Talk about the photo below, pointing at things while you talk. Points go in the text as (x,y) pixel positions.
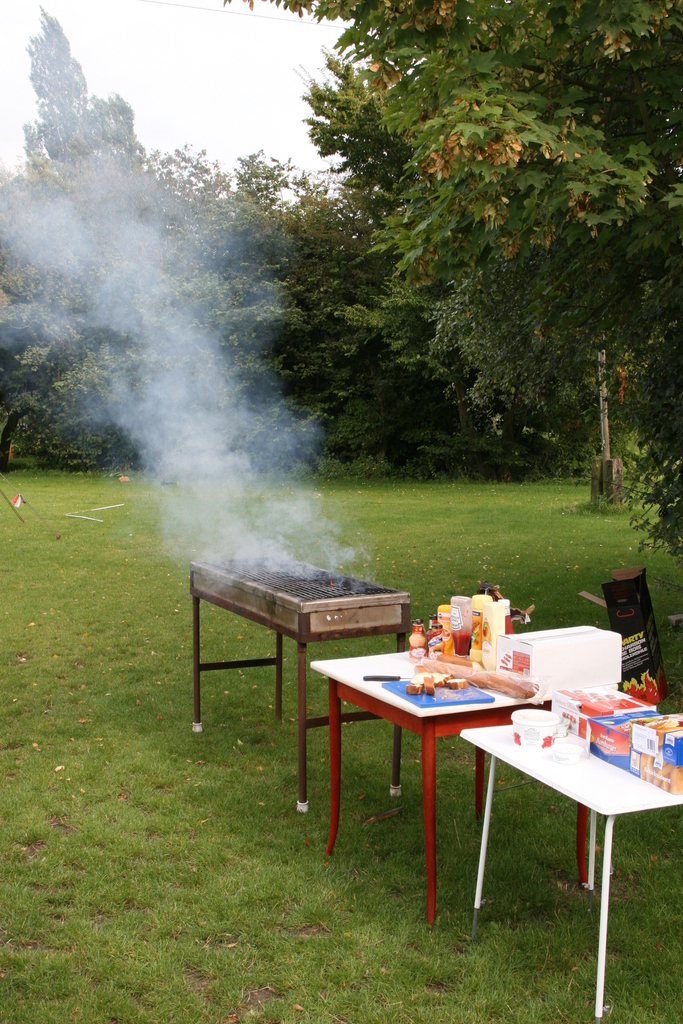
In this picture we can see some objects (464,673) on the tables (593,797). We can see a few objects (664,686) on the grass (350,741). There are trees (227,297) and the sky (103,25).
